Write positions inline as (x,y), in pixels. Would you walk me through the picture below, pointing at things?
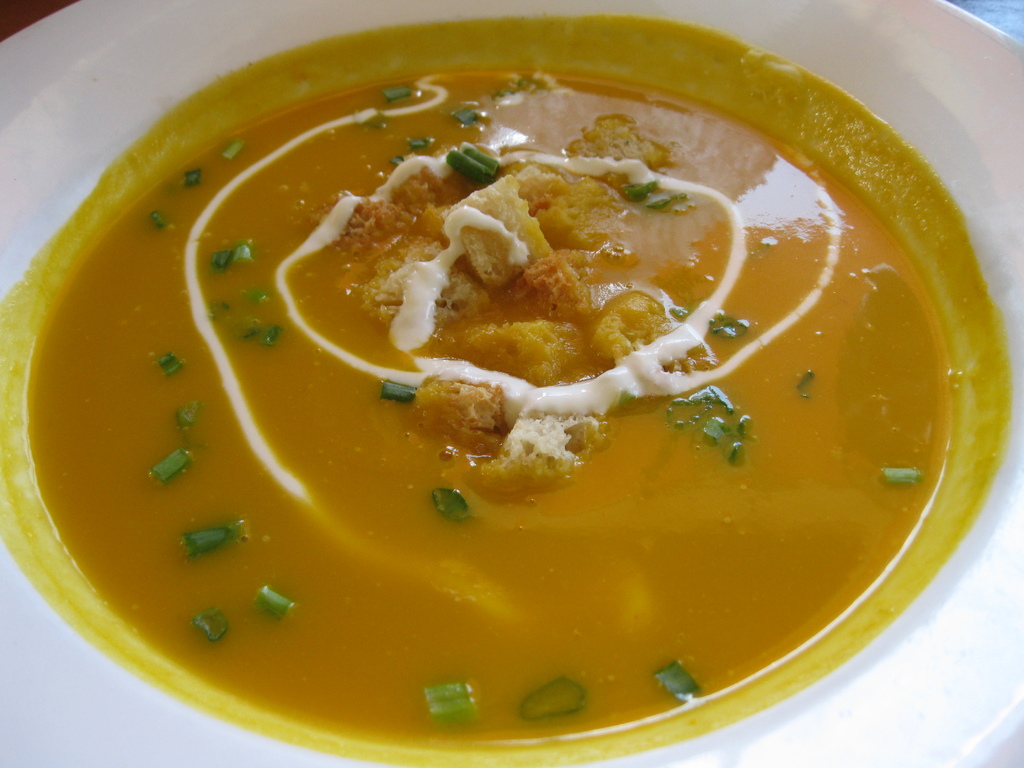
There is a yellow color soup (452,331) in the white color bowl (981,248).
